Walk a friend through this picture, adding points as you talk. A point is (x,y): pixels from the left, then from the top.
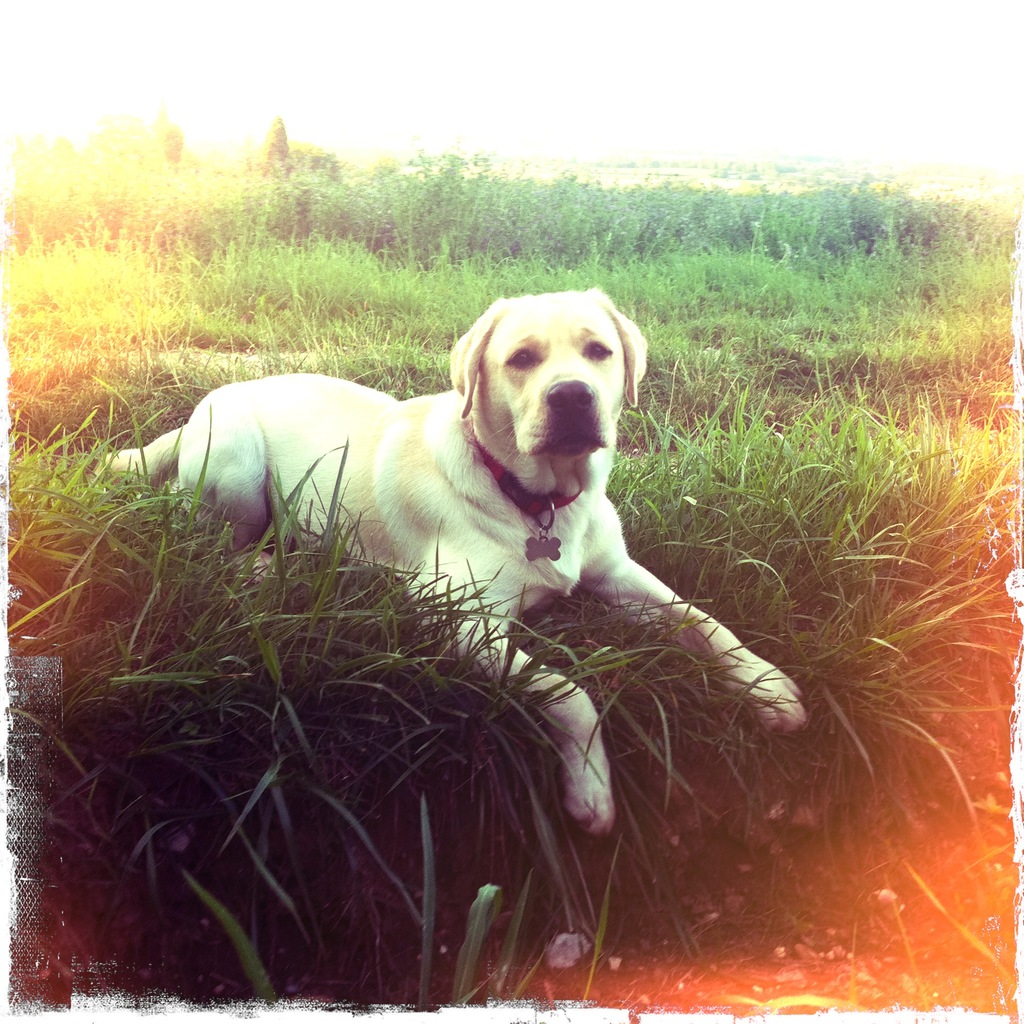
In this image I can see a dog (408,473) which is white in color is laying on the grass (338,575). I can see a neckband (533,504) to its neck (503,496) which is red and black in color. In the background (296,263) I can see few trees (267,197), some grass (386,256) and the sky (614,100).
